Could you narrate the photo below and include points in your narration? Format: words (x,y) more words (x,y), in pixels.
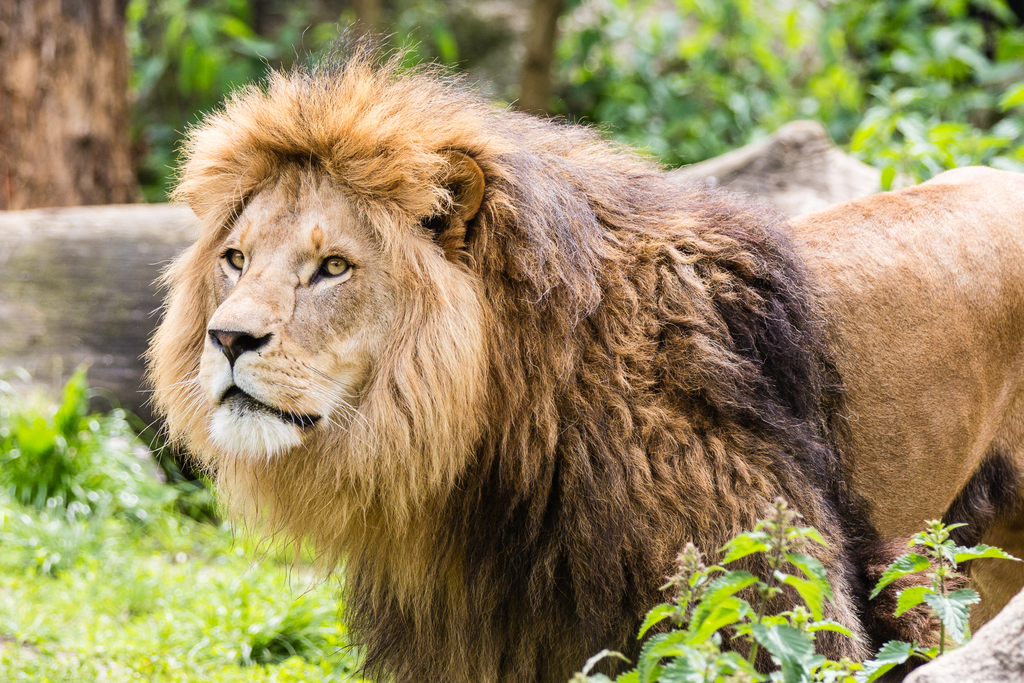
In this picture we can see a lion (574,388) is standing in the front (558,360), at the bottom (654,655) there are some plants (178,543), in the background (104,257) we can see wood (122,242) and some trees (930,95).
